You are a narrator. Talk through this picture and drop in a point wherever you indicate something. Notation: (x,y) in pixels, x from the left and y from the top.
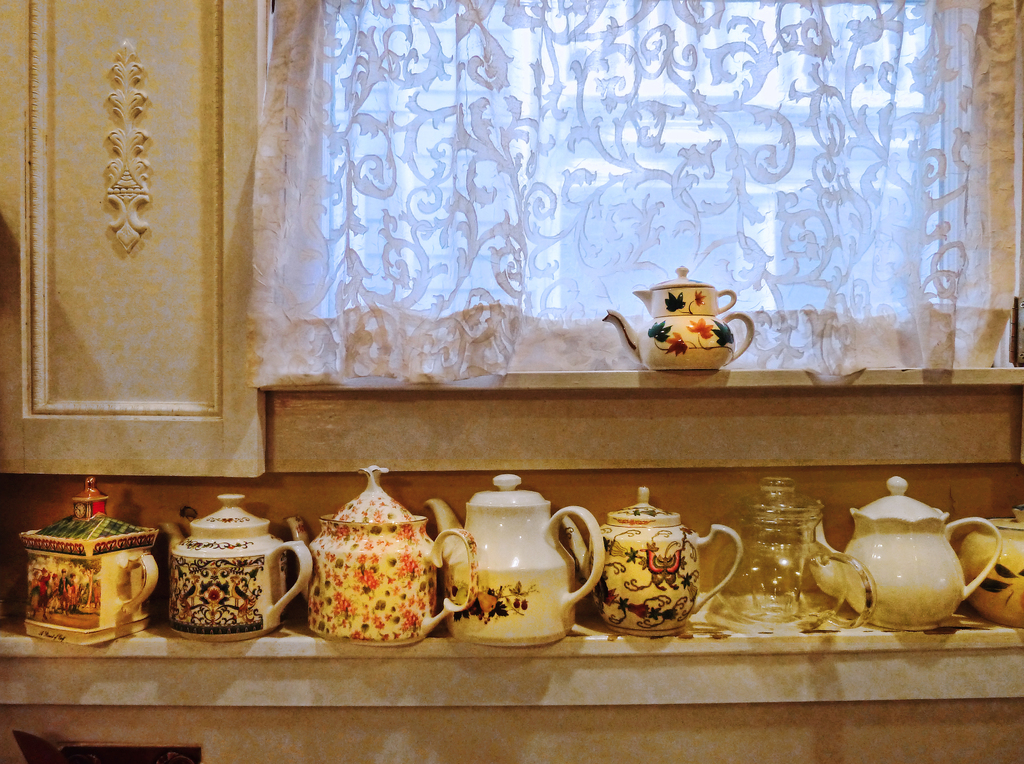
This picture shows few kettle jars (610,616) and we see a window (451,350) and a curtain (489,163) to it.
